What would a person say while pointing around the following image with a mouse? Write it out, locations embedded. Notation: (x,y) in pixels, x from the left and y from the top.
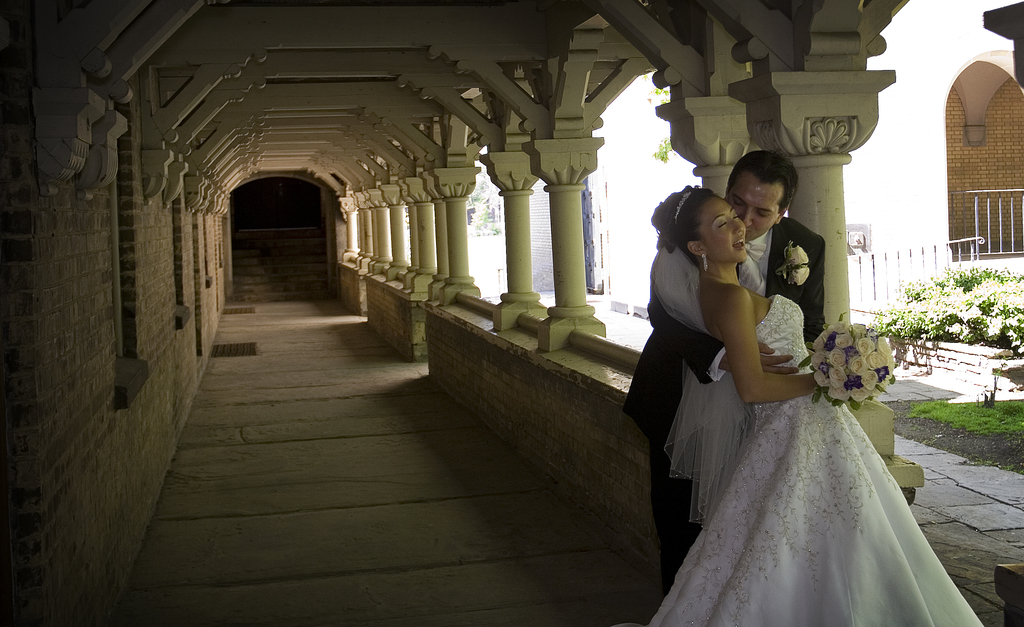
In this image there is a couple (754,333) standing, one of them is holding a bouquet (844,391) in her hands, behind them there are pillars (841,215) of a building (468,200), beside that there are a few plants (931,312) with flowers (961,316), behind the plants (1023,281) there is a railing (1011,216) of another building (1007,230).
